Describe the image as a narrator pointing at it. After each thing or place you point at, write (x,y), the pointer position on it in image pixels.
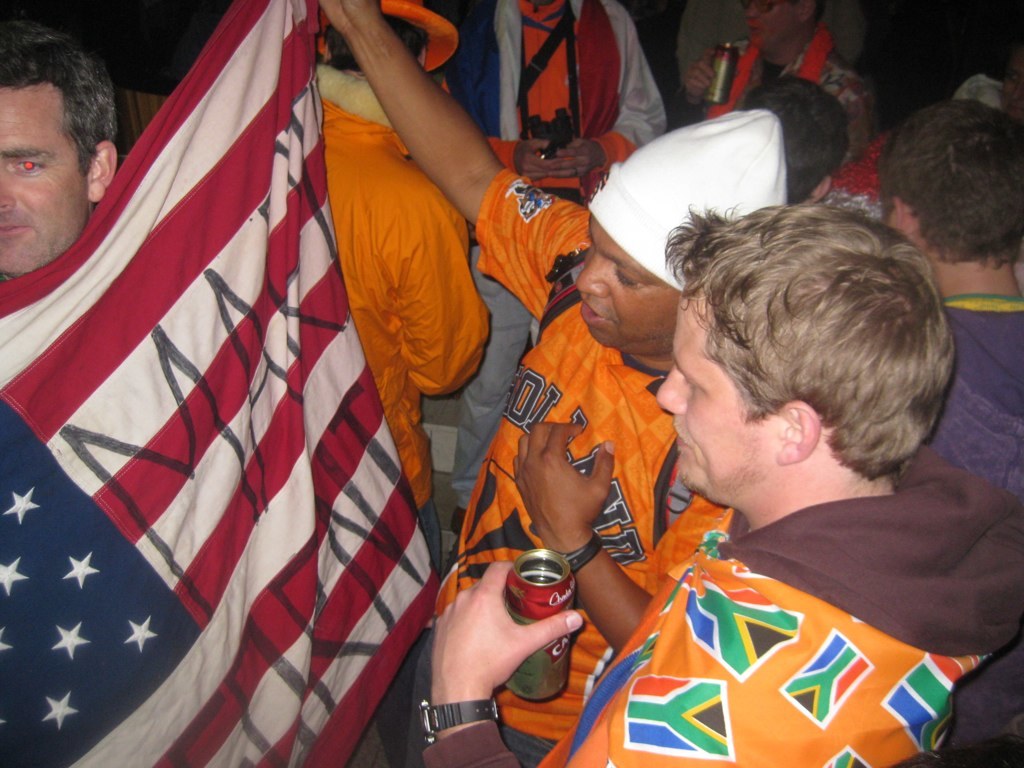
In this picture we can see a few people (481,352) holding objects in their hands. We can see a person (616,216) holding a flag (48,541). There is the dark view visible in the background (96,18).
